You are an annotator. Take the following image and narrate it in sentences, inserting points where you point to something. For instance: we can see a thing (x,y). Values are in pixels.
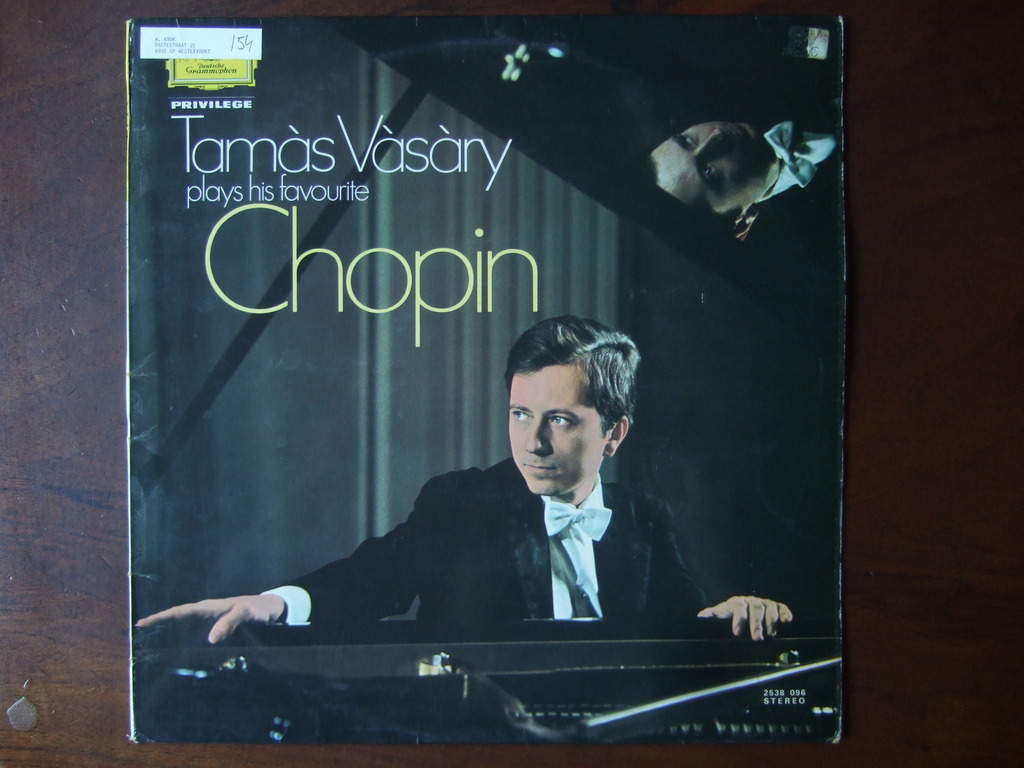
Here in this picture we can see a poster (292,728) present and on that poster (403,742) we can see a person (547,504) in a black colored coat (508,541) on him over there and we can see some text (353,273) present on it over there.
